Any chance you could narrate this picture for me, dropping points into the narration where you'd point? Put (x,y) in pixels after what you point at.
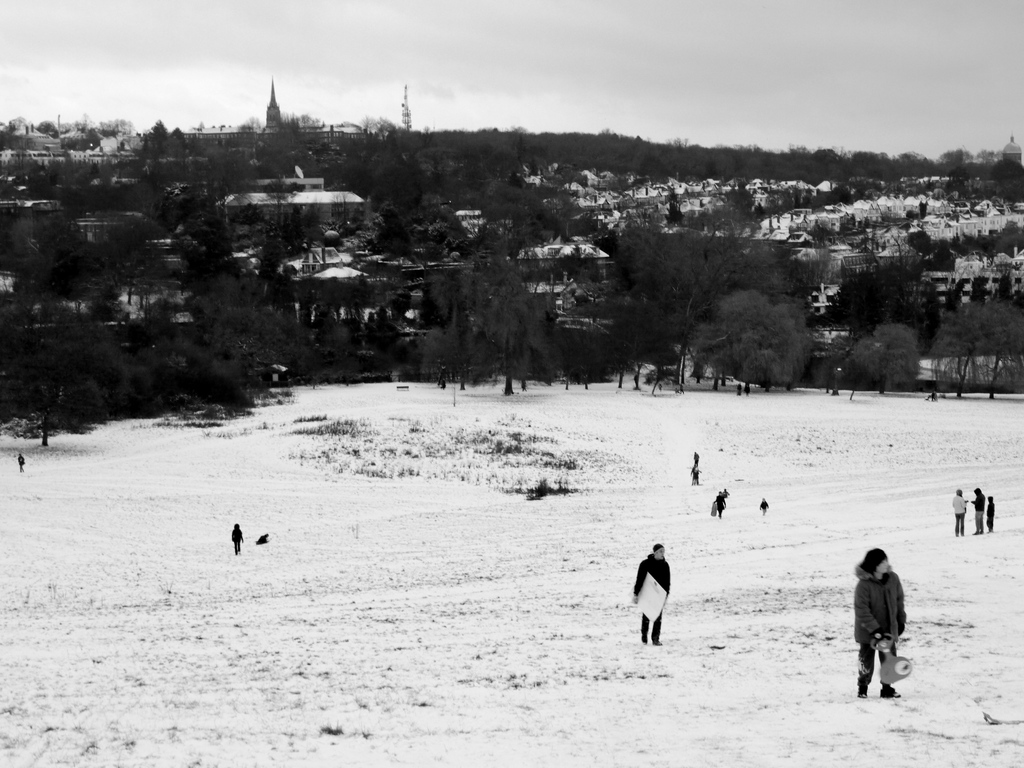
In this image there are a few people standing on the surface (370,552) of the snow (423,531) and holding some objects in their hands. In the background (581,251) there are trees (103,342), buildings (724,194) and the sky (587,127).
